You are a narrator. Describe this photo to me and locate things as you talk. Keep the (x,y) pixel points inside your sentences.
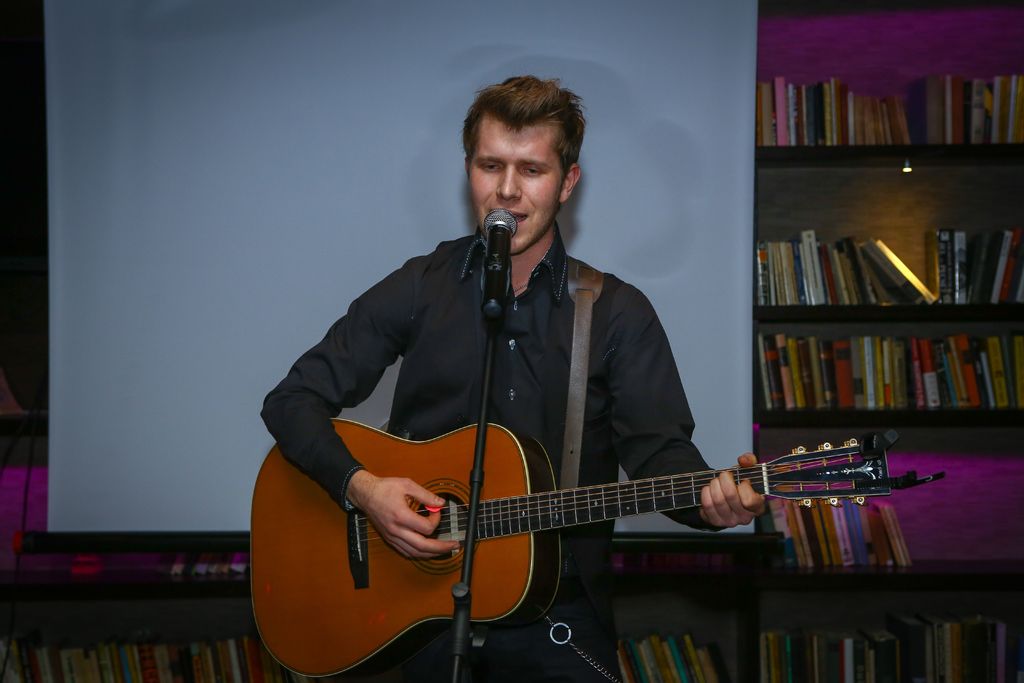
The person (460,346) wearing black shirt (464,357) is singing and playing guitar (488,487) in front of a mike (490,295) and there are book shelf (822,245) and a screen (686,209) in the background (751,281).
